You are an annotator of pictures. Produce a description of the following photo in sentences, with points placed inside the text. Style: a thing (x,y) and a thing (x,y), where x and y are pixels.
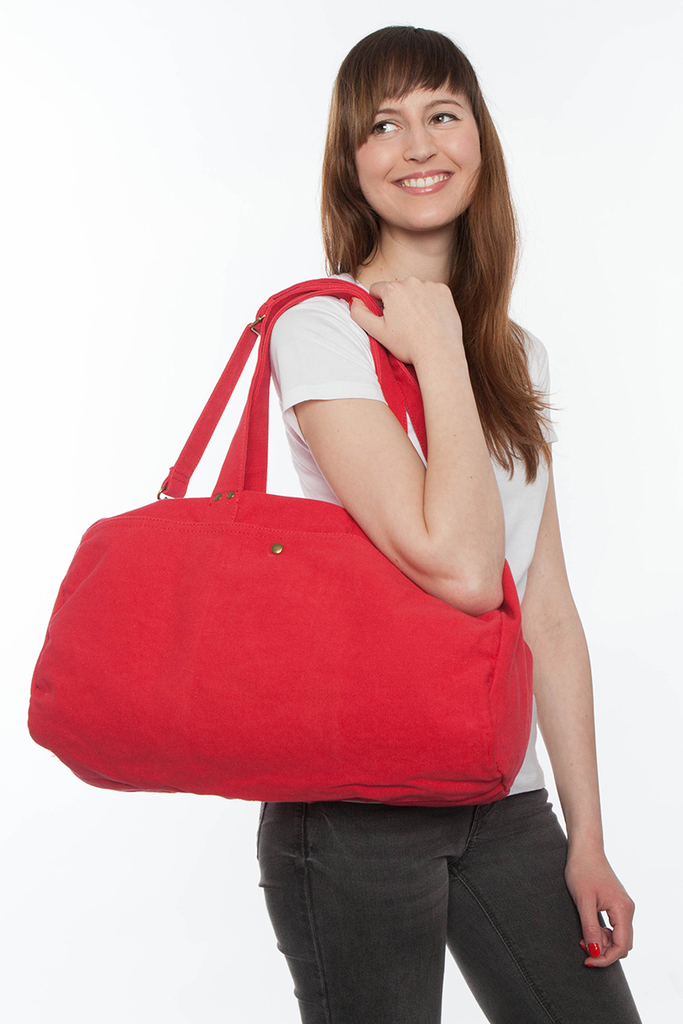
In this picture we can see woman (460,861) carrying red color bag (309,534) and smiling.
